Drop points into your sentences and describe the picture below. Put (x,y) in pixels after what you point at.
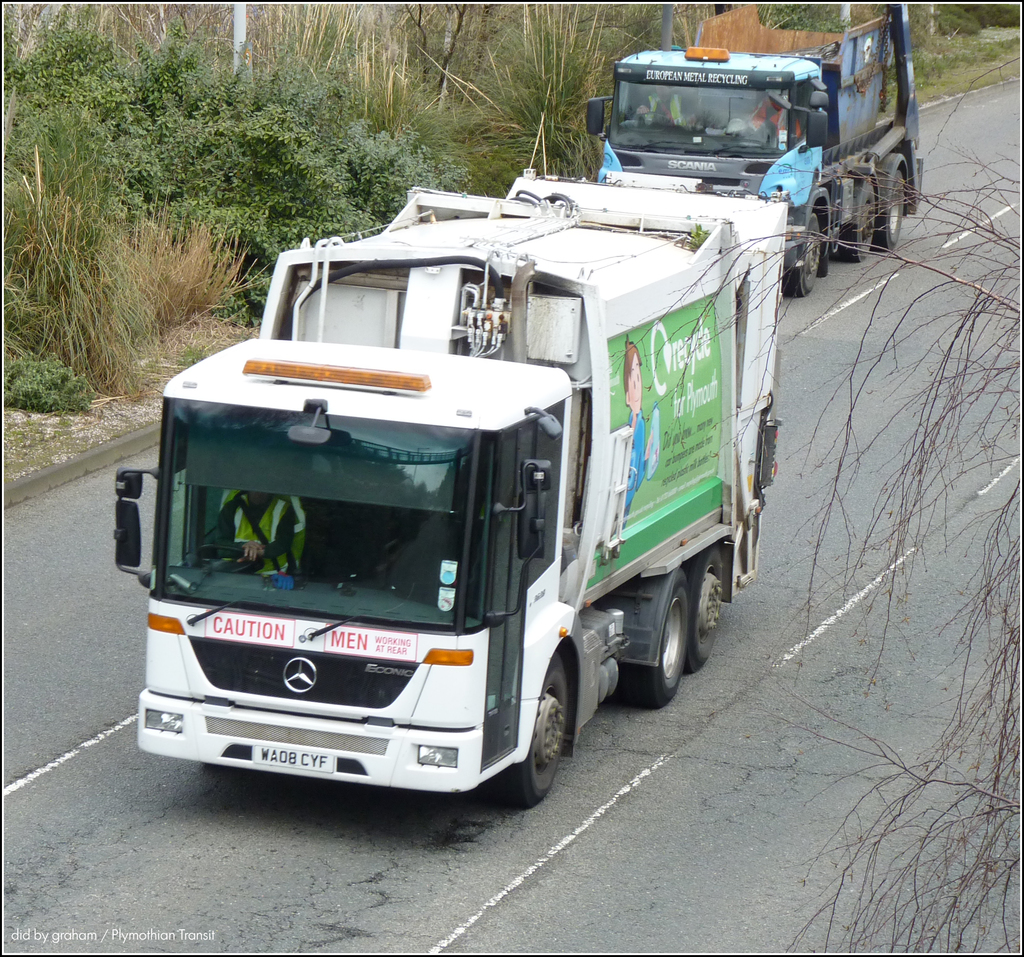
In this image we can see the vehicles (284,386) passing on the road (34,661). Image also consists of trees (1011,634) and also grass (957,74) and the image has borders (947,956). In the bottom left corner (71,938) we can see the text (133,934).
